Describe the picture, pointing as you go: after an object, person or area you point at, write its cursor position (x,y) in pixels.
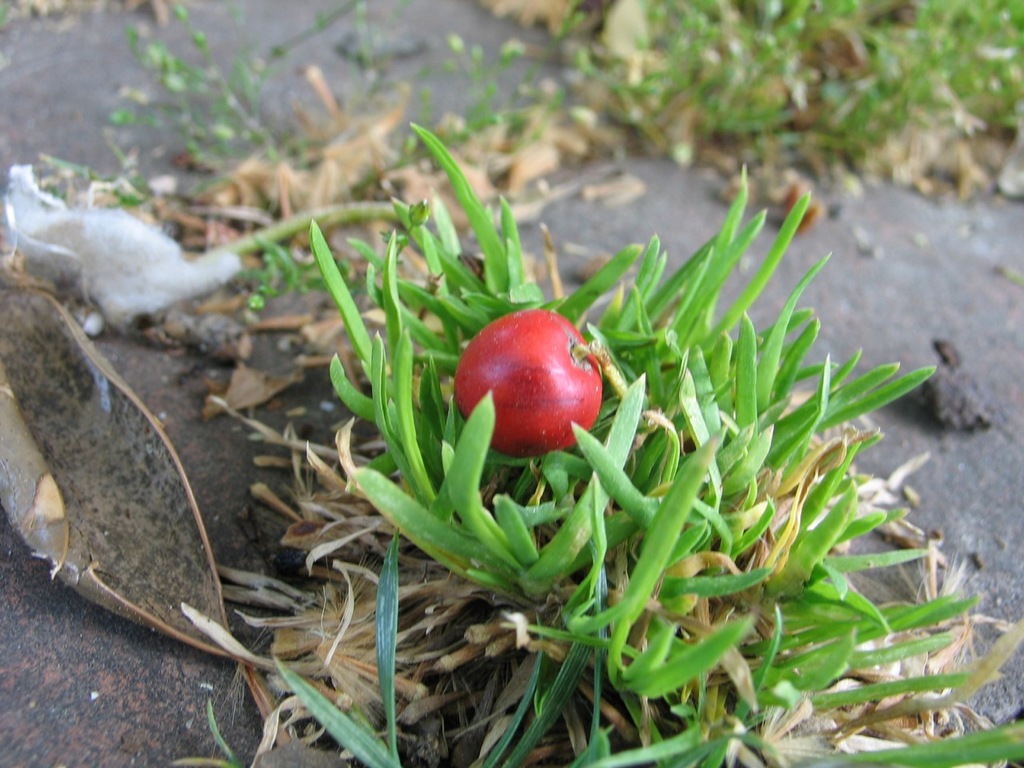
In this image I can see there is a plant (651,404) with fruit (504,385). And there is a grass (451,376) on the ground (581,151). And at the side there is a bark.
